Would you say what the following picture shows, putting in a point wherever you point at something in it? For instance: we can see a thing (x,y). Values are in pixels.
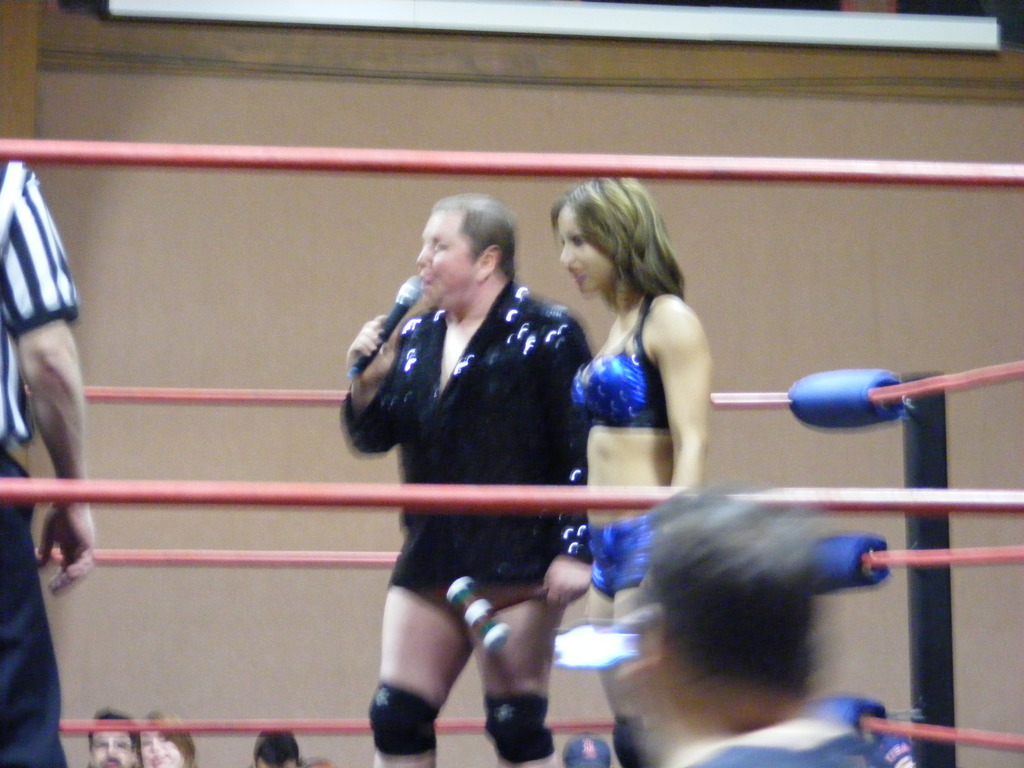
This image is slightly blurred, where we can see a woman (620,428) and a person (424,559) wearing black dress (525,473) is holding a mic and a hammer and this person (411,558) is standing in the boxing ring (929,439). Here we can see another person (767,703) holding a device (574,647) in his hands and in the background (142,745), we can see these persons (109,740) here and we can see the wall (391,196).
